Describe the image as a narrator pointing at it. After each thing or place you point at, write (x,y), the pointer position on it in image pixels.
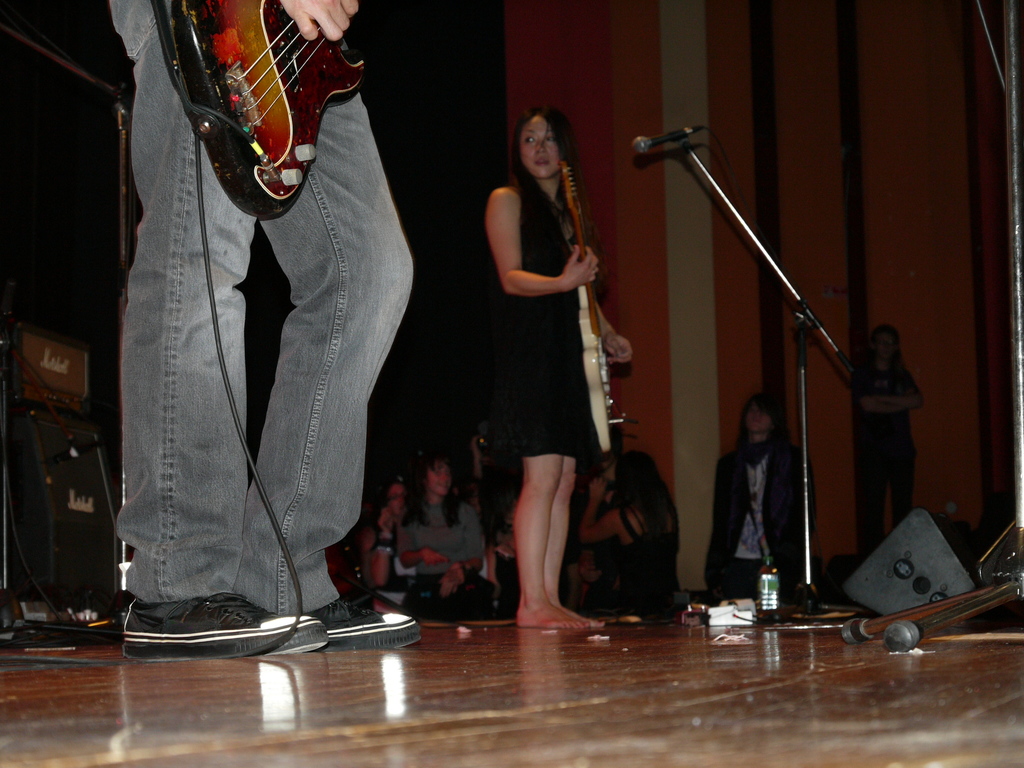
As we can see in the image there are few people (373,342) over here and these two people (304,302) are holding guitars (333,52) in their hands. In front of her there is a mic (650,141).
